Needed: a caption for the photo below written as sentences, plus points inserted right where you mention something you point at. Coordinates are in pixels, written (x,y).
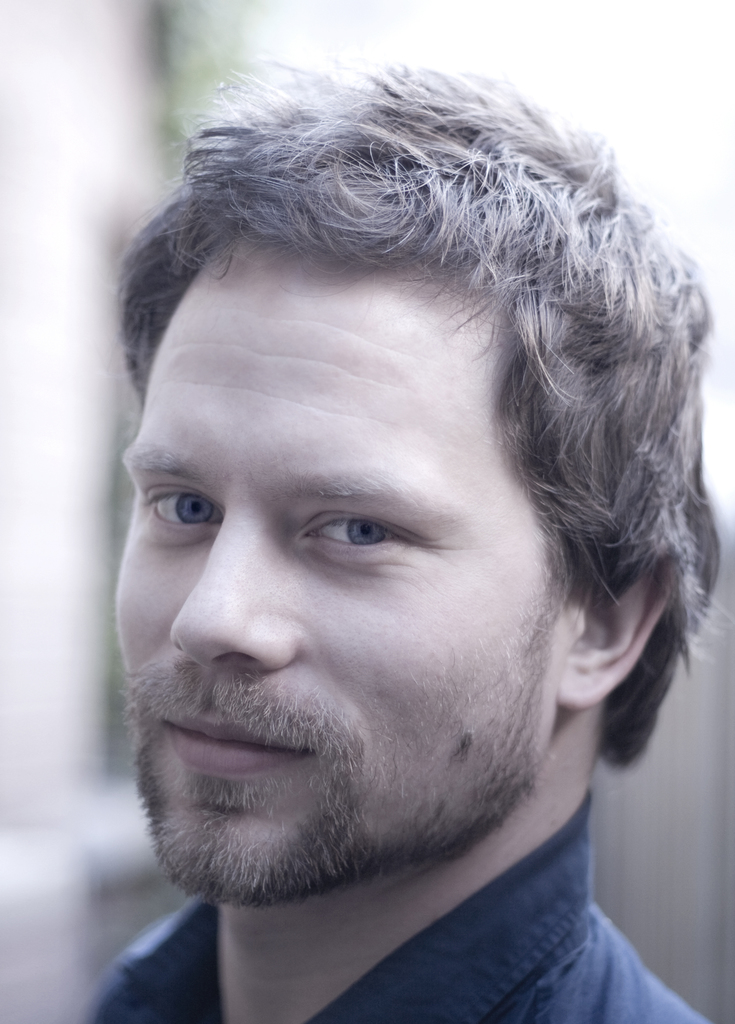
There is a man (405,558). In the background (249,63) it is blurred.
